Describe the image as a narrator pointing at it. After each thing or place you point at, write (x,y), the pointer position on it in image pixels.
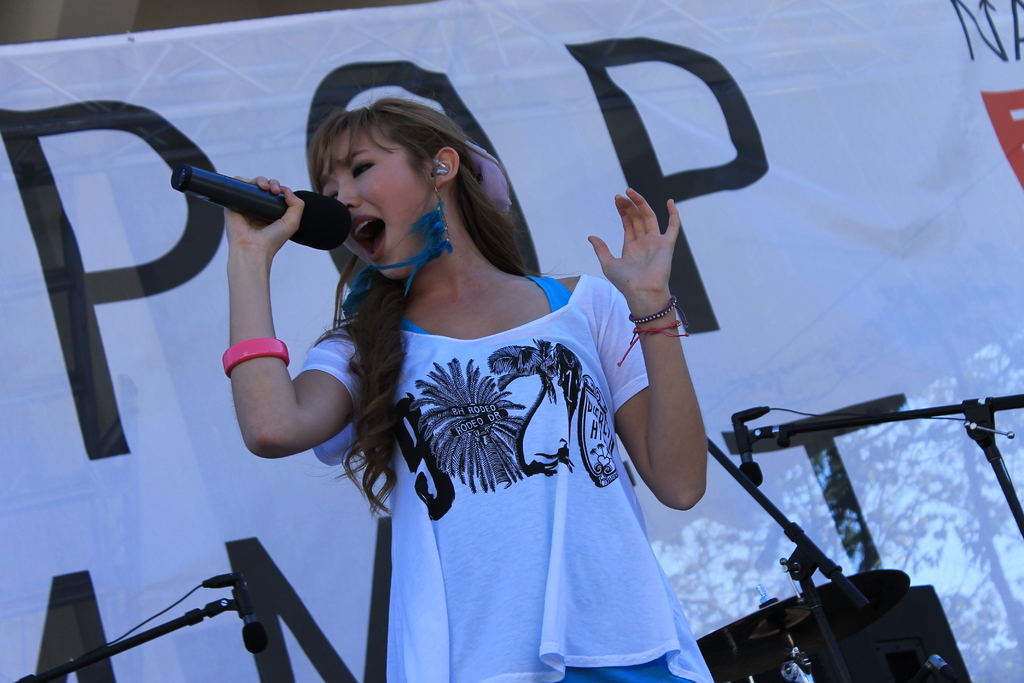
In the picture a woman (579,297) is holding a mic (327,215) and singing there are speakers (881,630) near to her back of her there is a banner (182,144) on the banner (656,97) there are some words (90,367).
